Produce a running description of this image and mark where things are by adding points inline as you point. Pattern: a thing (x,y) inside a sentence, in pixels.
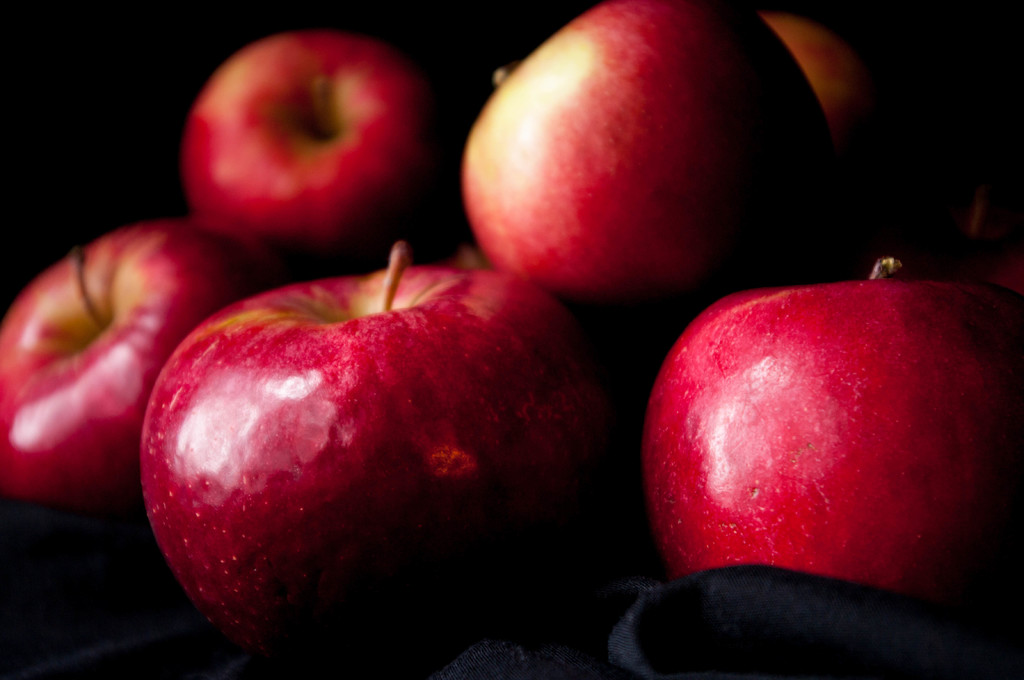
In the image there are some apples (503,213) and the background of the apples (259,109) is dark.
